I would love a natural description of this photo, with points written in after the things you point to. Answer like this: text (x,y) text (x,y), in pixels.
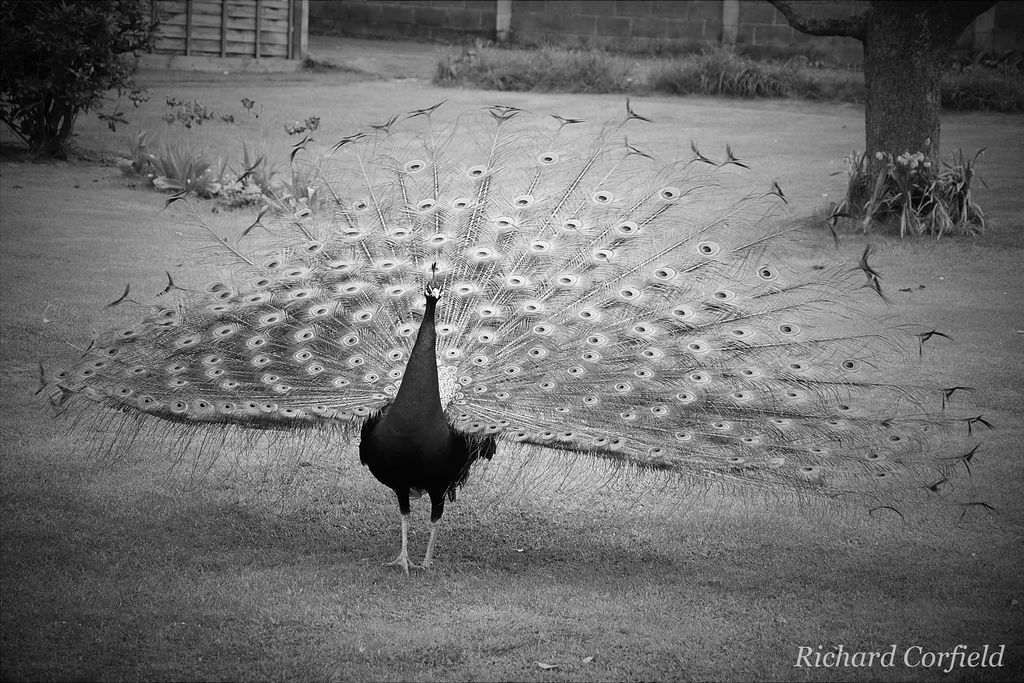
In this image I can see the black and white picture in which I can see a peacock (453,424) is standing on the ground (462,601). I can see some grass (525,641), few trees (895,67) and few walls (732,21) in the background (473,35).
